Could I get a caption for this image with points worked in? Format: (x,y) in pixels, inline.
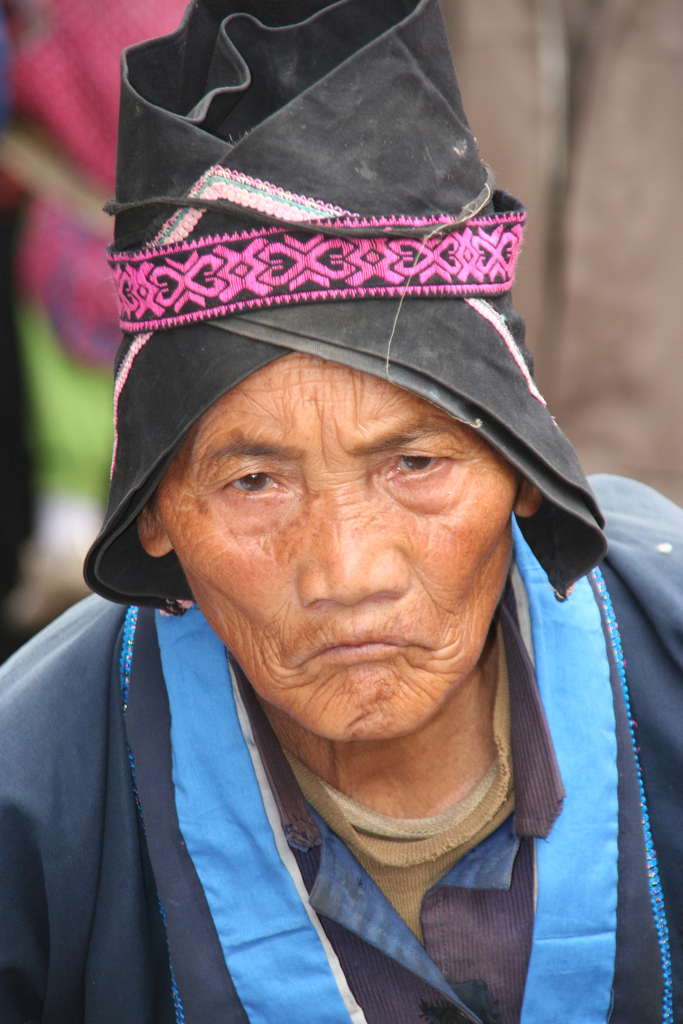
In this image there is an old person (412,649) who is wearing the blue colour coat (232,866). There is a cloth (332,215) to the head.
